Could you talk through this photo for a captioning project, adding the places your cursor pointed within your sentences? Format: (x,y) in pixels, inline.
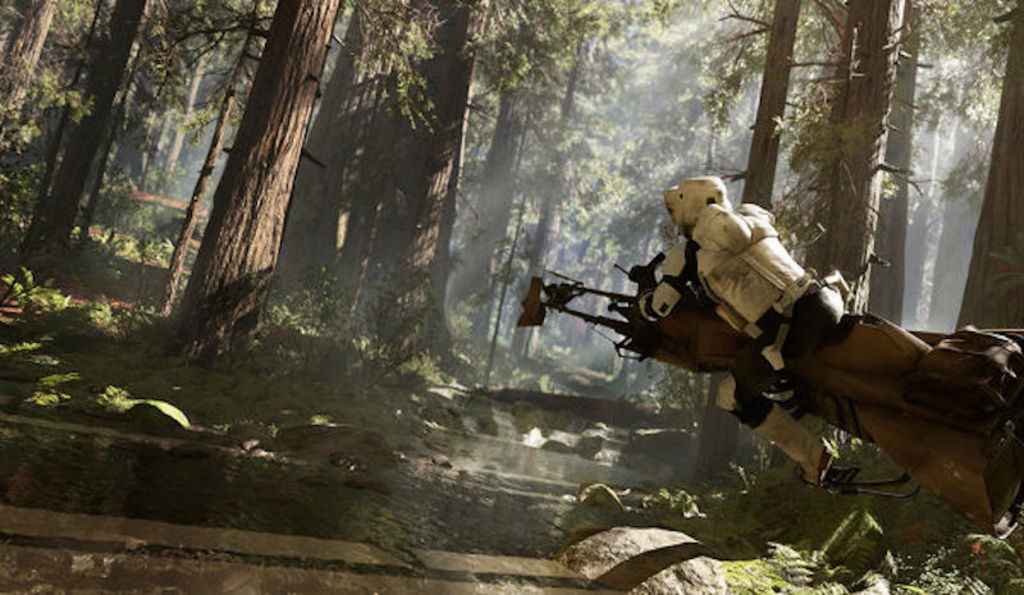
On the right side of the image (696,198) there is a person (739,266) wearing a white color jacket (732,282). In the background (464,157) there are trees (431,337) and some water (538,469).
